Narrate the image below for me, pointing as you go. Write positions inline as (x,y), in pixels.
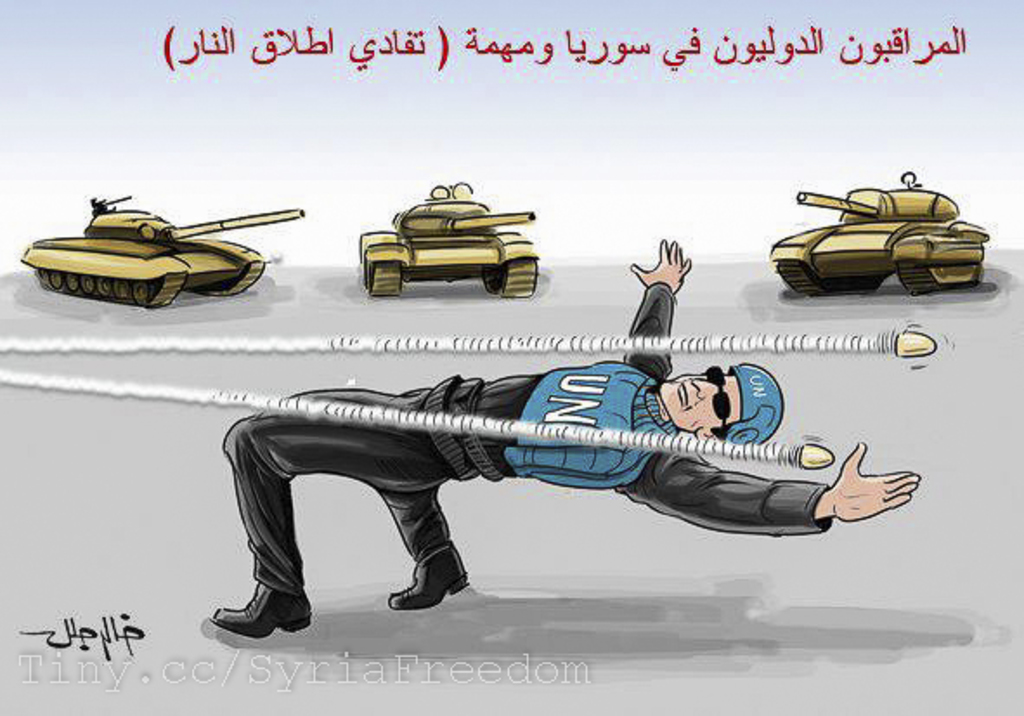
In this picture we can see a photo (265,523) of the cartoon man (524,440) in the front (688,421). Behind there are three military tankers (442,229). On the top (404,51) there is something written in the arabic language.
